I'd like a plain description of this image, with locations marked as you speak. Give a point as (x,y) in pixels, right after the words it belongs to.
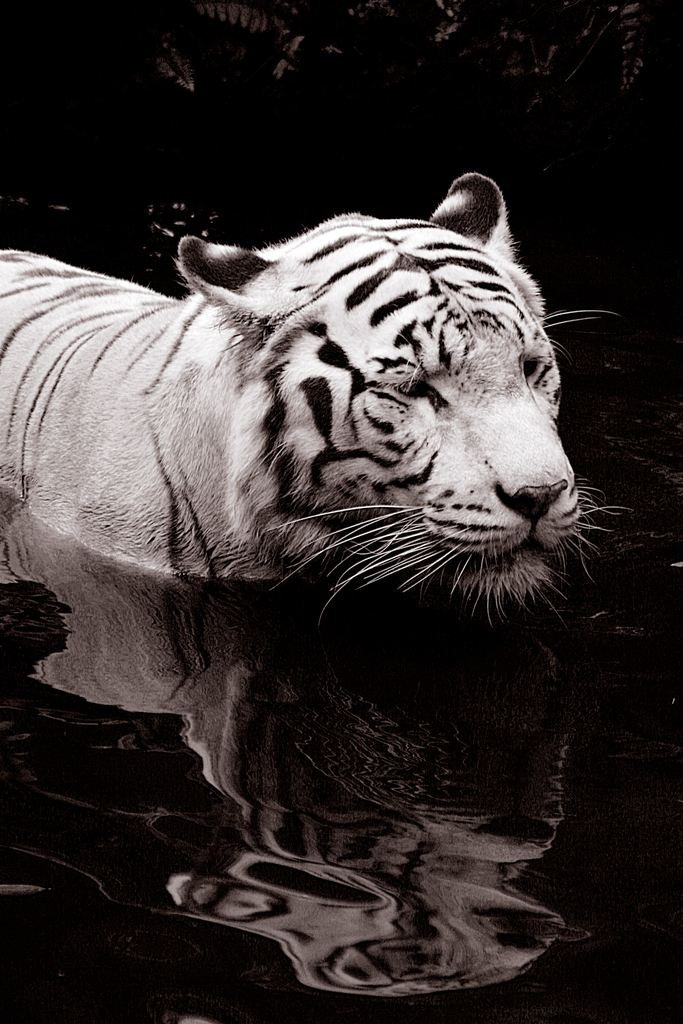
In this image I can see a tiger (389,446) in the water (393,785) and plants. This image is taken may be in the water (379,602).
